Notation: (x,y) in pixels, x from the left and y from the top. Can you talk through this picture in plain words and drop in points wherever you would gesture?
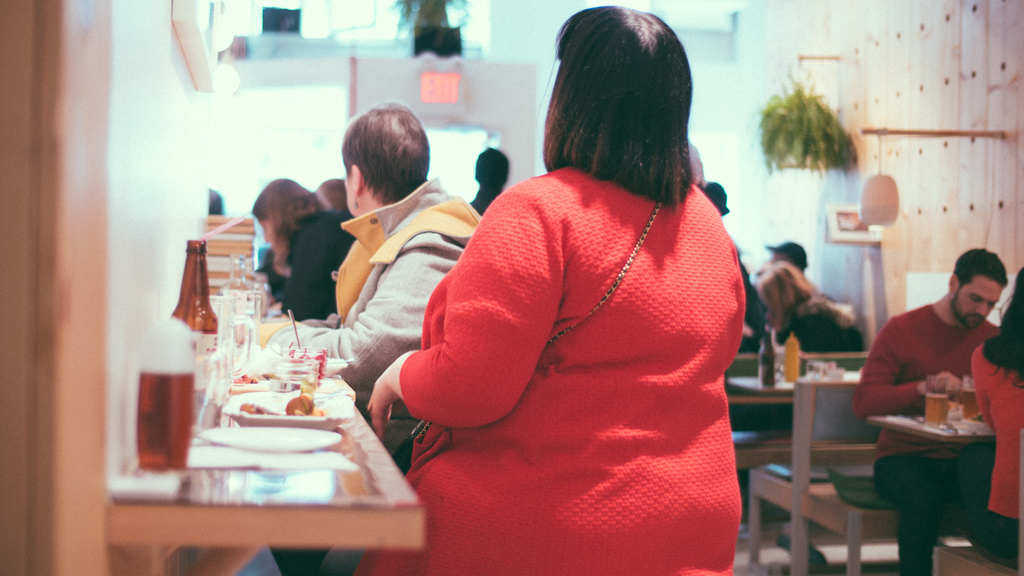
Some people (396,199) are sitting at a table (352,444) with some eatables (271,377) on it. Few other people (756,346) are sitting in groups (773,269) at a tables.
